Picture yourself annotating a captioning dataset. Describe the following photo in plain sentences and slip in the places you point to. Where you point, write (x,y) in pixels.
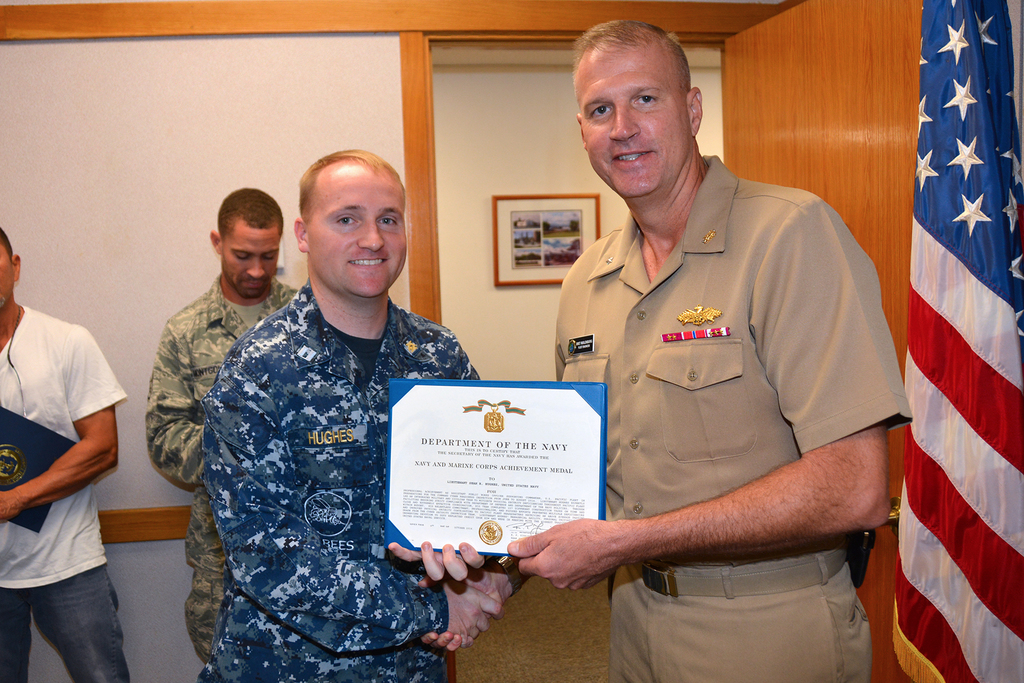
In this image we can see a group of people (685,180) standing on the ground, some persons (215,503) are wearing uniforms (755,385). One person (631,475) is holding a certificate (504,485) with some text (491,492). To the left side of the image (72,561) we can see a person (43,401) holding a file (45,441). On the right side (1002,216), we can see a flag (947,366). In the background (846,123), we can see a photo frame (538,249) on the wall (455,165) and a door (829,103).
